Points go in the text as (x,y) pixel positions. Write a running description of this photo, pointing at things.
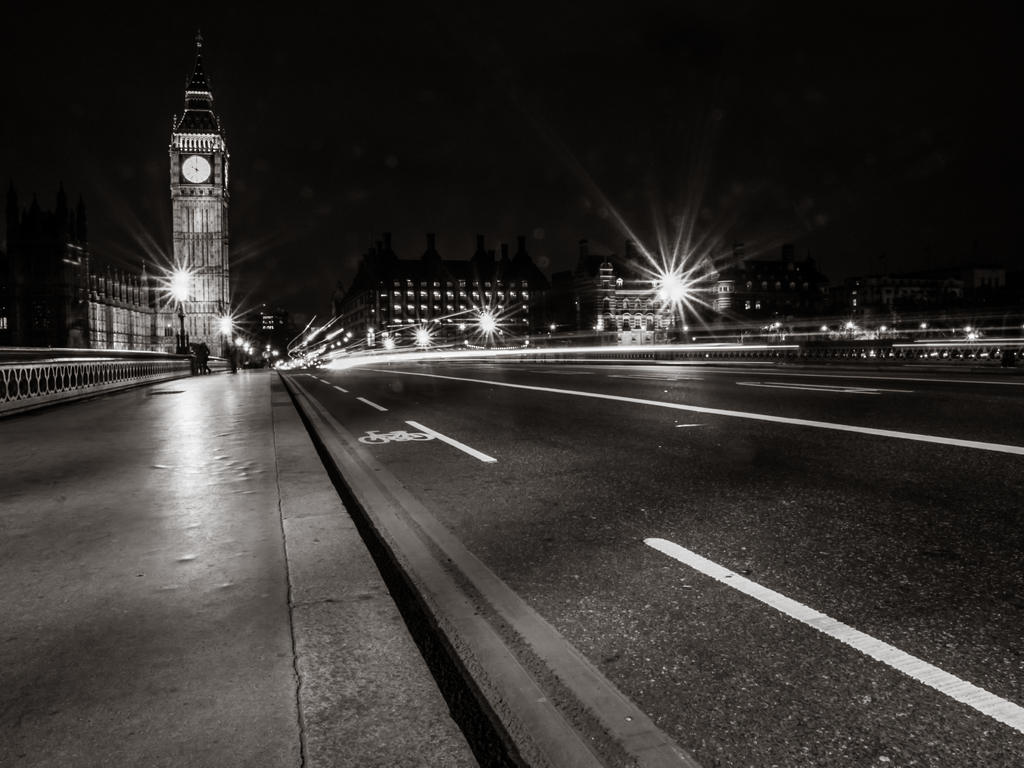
This is a black and white image. This looks like a clock tower (195,189) with a clock (203,173) attached to it. These are the streetlights (671,297). Here is the road (569,377). I can see the buildings (420,300) with windows (611,286) and lights (248,352).
